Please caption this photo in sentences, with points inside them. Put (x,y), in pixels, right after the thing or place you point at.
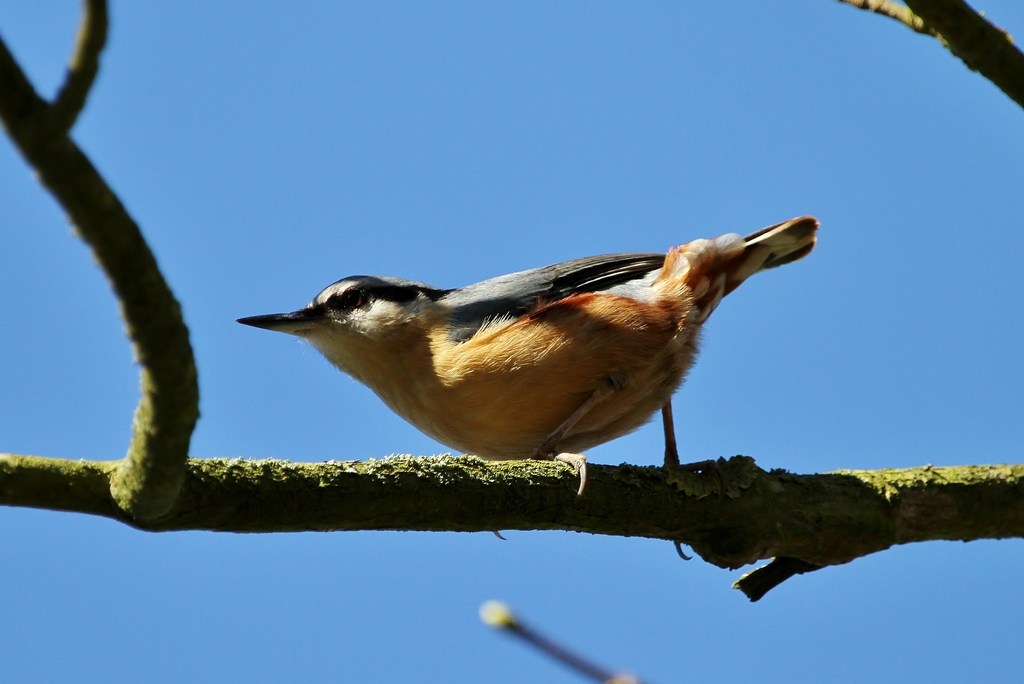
In this image in the center (535,334) there is one bird (471,383) on the tree (480,485), in the background (255,178) there is sky (228,390).
